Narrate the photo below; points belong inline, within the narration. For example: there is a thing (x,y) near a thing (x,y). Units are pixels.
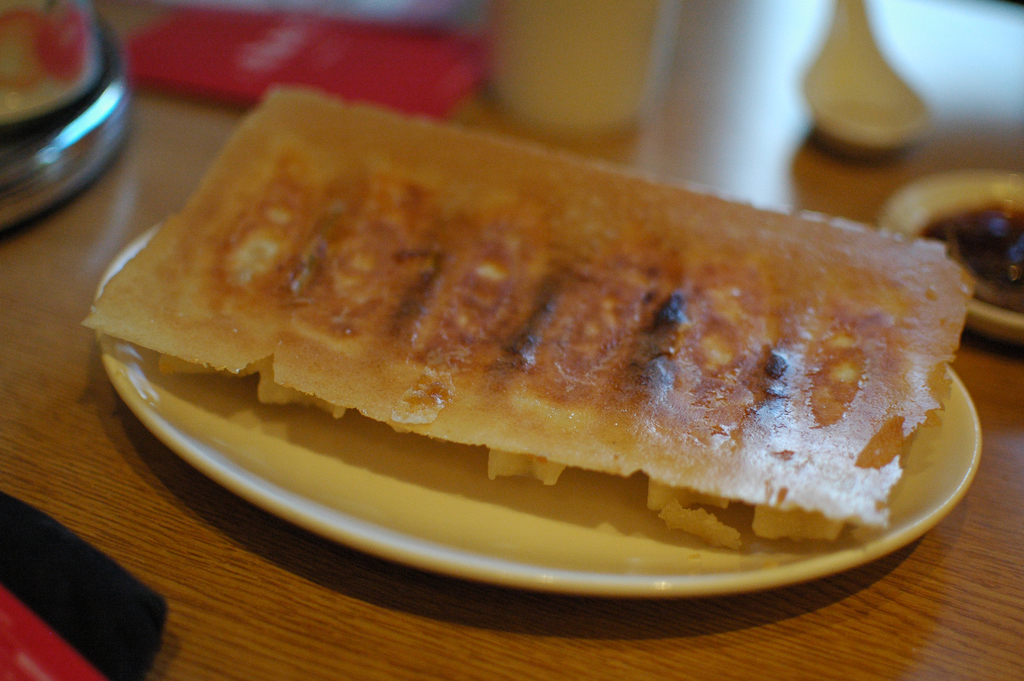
Here we can see plates (974,456), spoon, food (835,225), and objects (3,160) on a wooden platform (214,609).
